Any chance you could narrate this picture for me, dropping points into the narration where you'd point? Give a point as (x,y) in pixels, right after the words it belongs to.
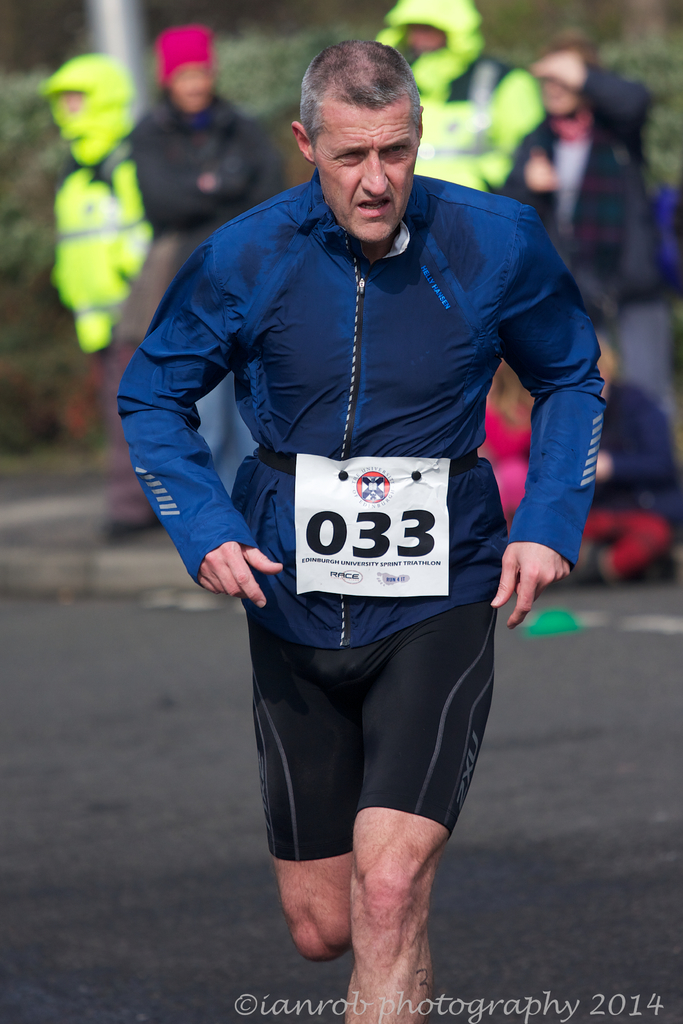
In this image there is a person (410,445) running on the road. In the background (258,146) there are few people (162,179) standing on the footpath (76,557). There is a badge (348,501) to his shirt (387,369).
